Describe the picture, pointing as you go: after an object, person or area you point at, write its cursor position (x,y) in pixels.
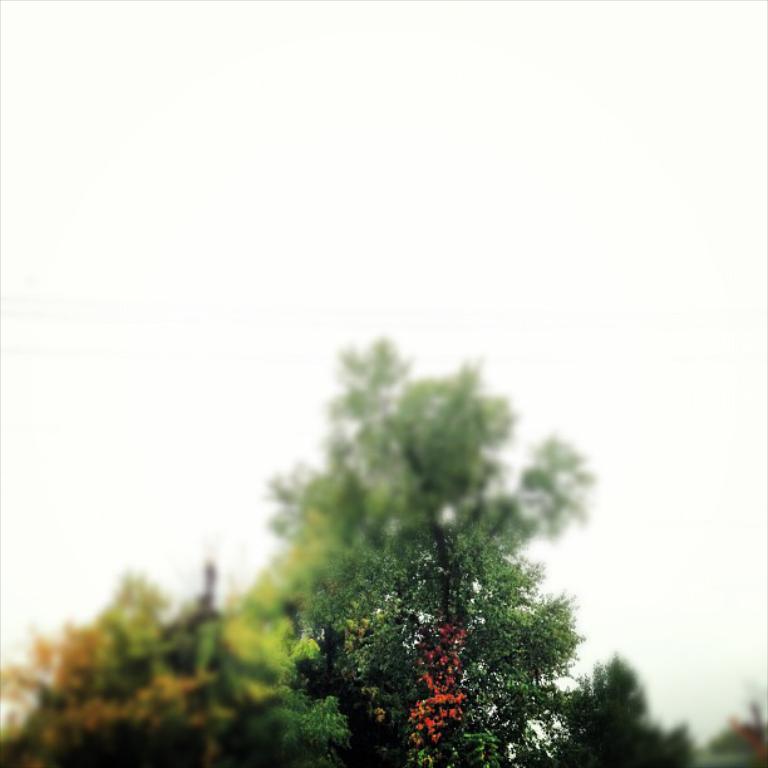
In this image I can see few trees (382,493) and I can also see white colour in the background (459,327). I can see this image is little bit blurry.
